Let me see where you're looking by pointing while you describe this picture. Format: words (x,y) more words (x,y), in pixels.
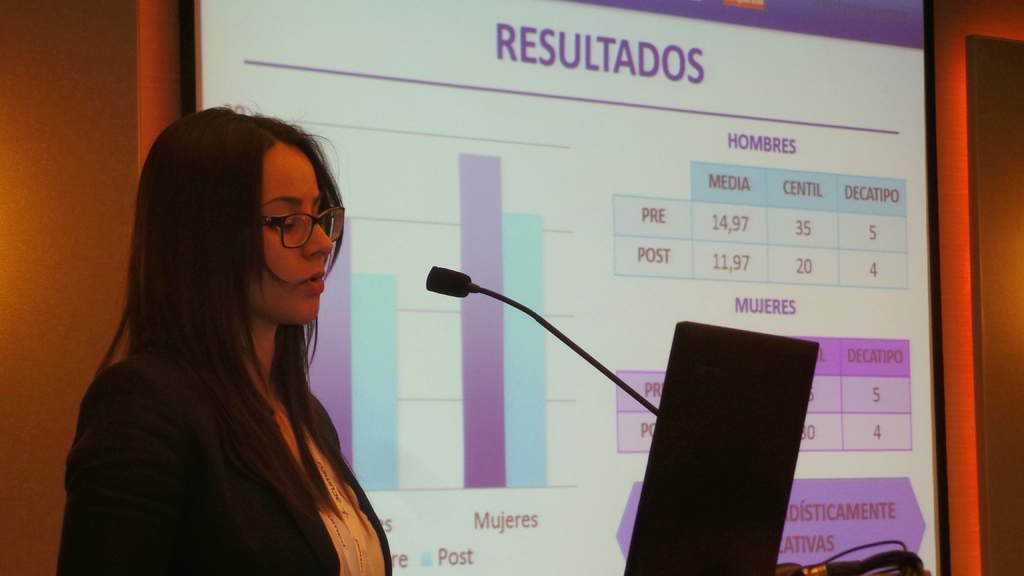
In this image we can see a woman (344,469) standing in front the mic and there is an object (751,441), also we can see a screen (422,315) with some text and the background (65,95) it looks like the wall (68,82).
